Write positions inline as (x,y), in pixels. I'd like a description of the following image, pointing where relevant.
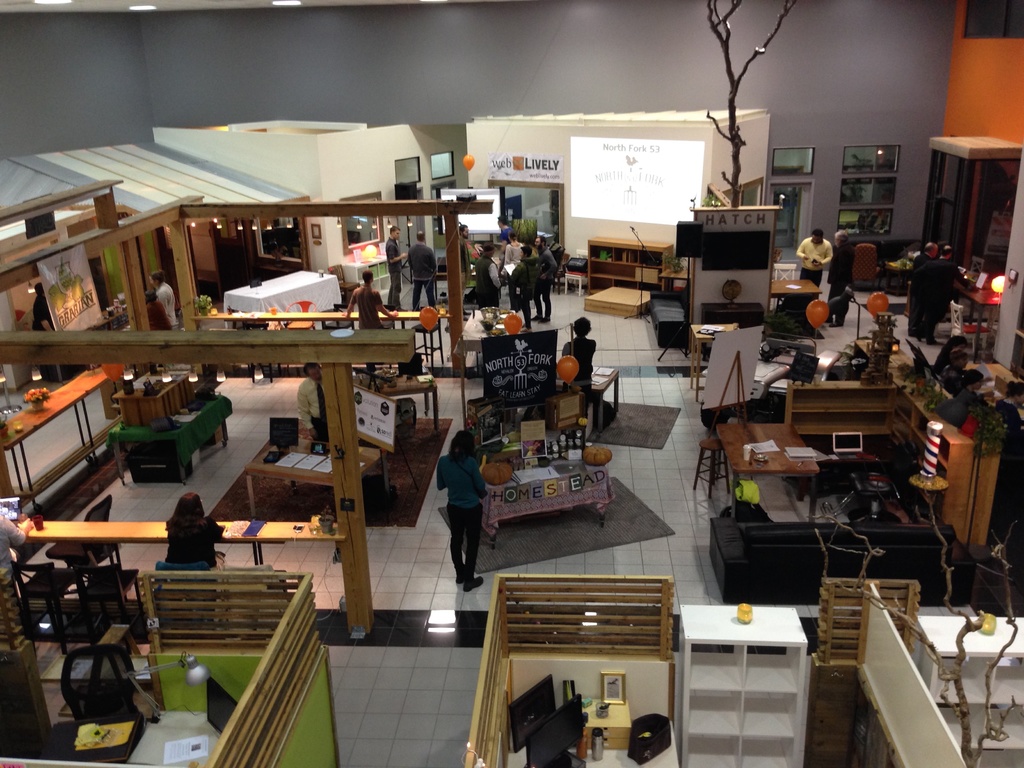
In this picture this person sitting on the chair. These persons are standing. We can see tables (787,439). On the table (742,432) we can see papers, monitor (553,718), photo frame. This is floor (416,634). On the background (503,139) we can see wall (531,133), screen (610,149), balloon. We can see chairs (85,709).
